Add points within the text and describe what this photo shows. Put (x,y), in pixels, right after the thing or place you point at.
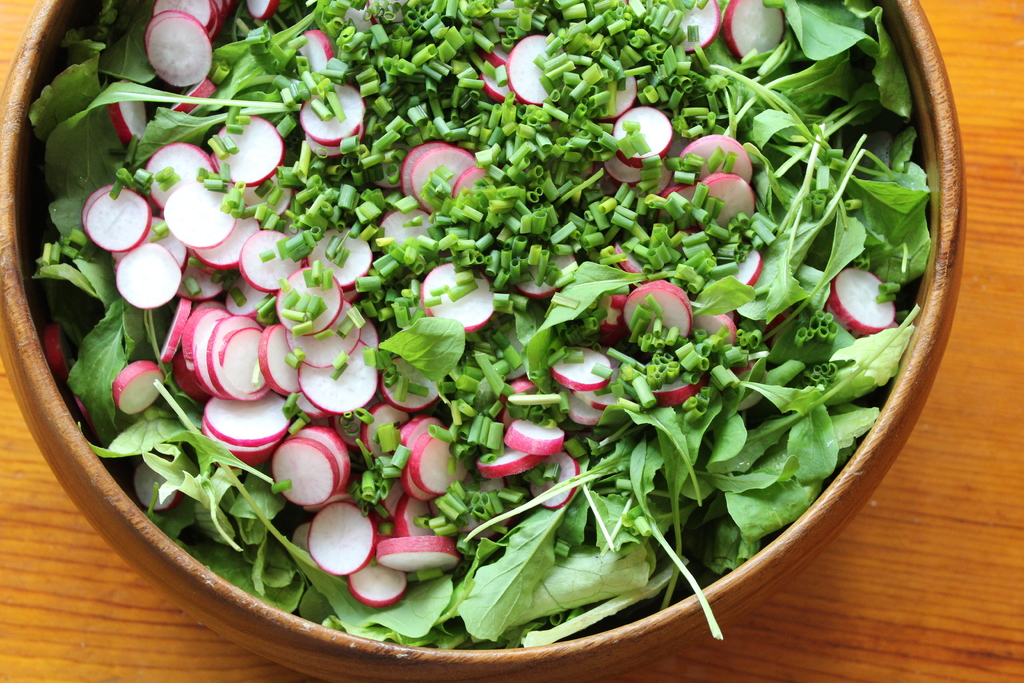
In this image there are few leafy vegetables (536,383) and few vegetable slices (372,396) are in a bowl (936,306) which is kept on a table (918,591).
